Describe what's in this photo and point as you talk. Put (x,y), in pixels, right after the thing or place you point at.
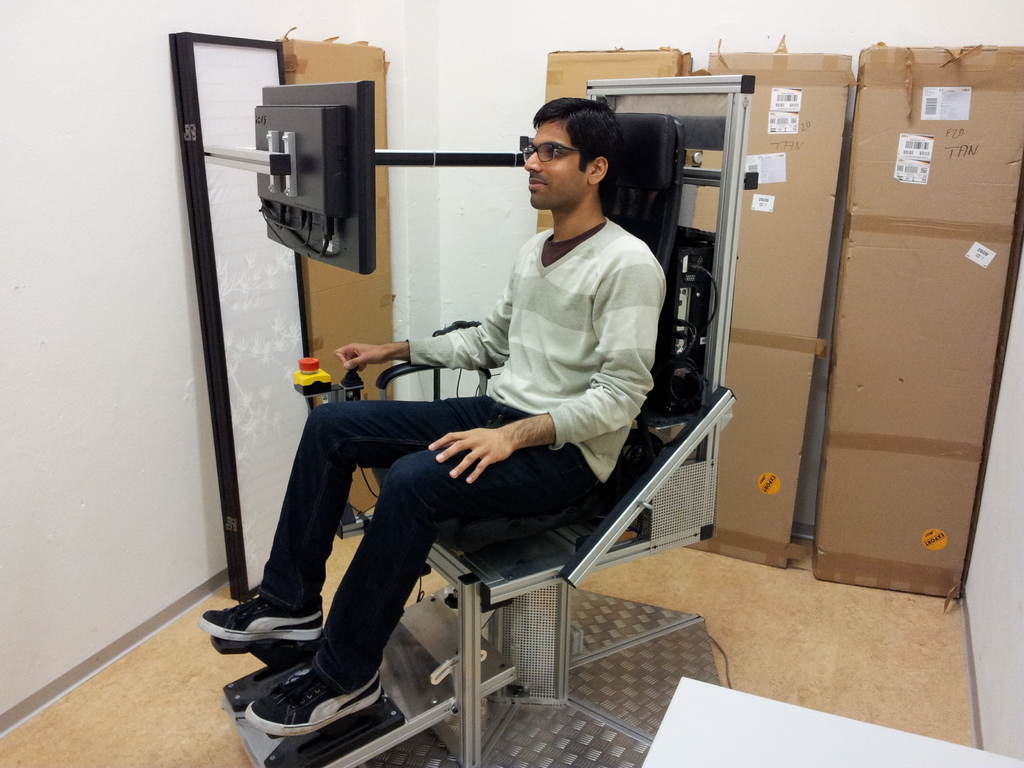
In this image we can see a person (395,488) sitting on the chair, there is a screen (315,187) in front of the person (365,357), there are few boxes (383,212) and a board (253,413) near the wall (100,216).
